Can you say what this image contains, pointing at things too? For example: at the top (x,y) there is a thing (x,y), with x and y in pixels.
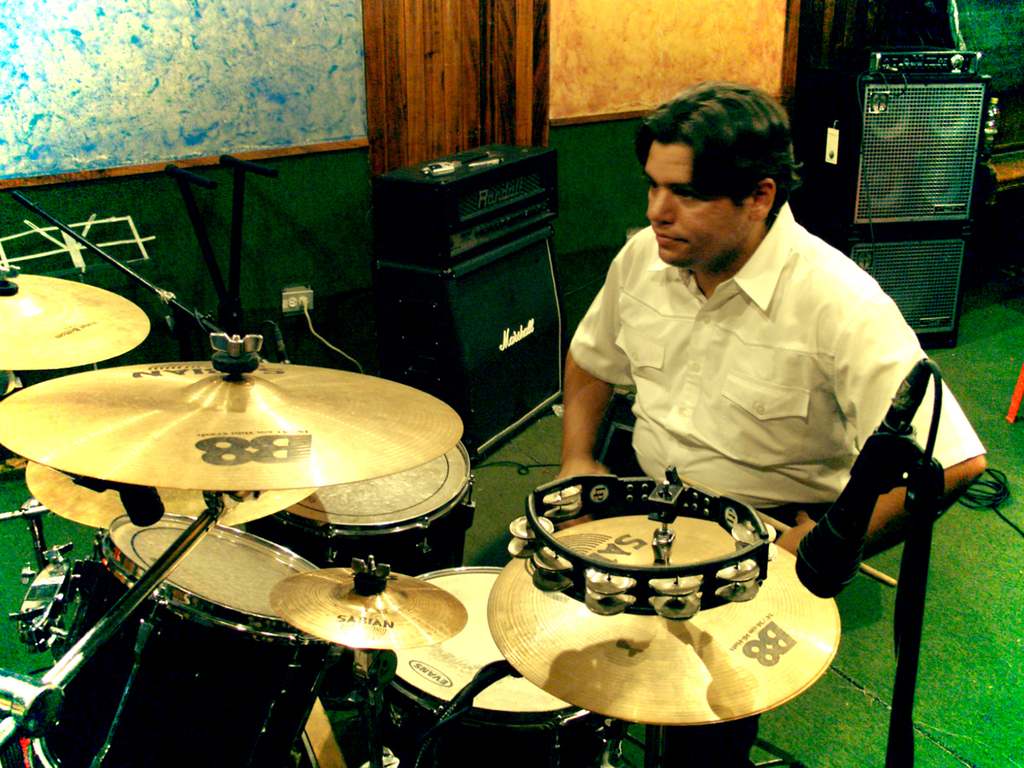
In the image there is a person (640,406) and around the person (648,396) there are some music equipment (317,419) and speakers (406,360) and all these were placed on a green carpet (878,685).
